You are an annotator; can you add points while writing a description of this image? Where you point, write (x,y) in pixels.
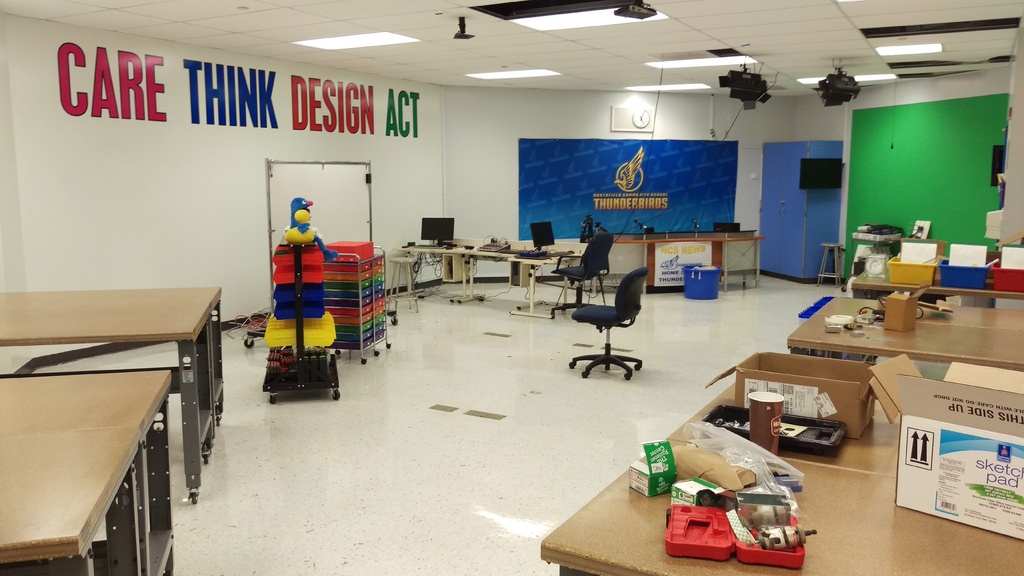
This picture is clicked inside the room (504,444). On the right (970,359) we can see the wooden tables (908,527) on the top of which boxes (845,391), glass (777,433) and many other items (826,420) are placed. On the left corner (96,305) we can see the wooden tables (133,467) placed on the ground (246,327). In the center (346,327) we can see the trolley (370,329) containing stands (302,286) and we can see the chairs (627,296), tables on the top of which monitors (437,234) and some other items (550,250) are placed and there are some objects (703,276) placed on the ground (773,285). In the background (363,140) we can see the wall (140,135), banner (545,154) on which the text (636,203) is printed and we can see the clock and a cabinet (791,214) and we can see the text (248,103) on the wall (278,94). At the top (371,29) there is a roof (549,31), ceiling lights (569,24), projector (631,12) and some other devices (741,90) hanging on the roof (786,39).
